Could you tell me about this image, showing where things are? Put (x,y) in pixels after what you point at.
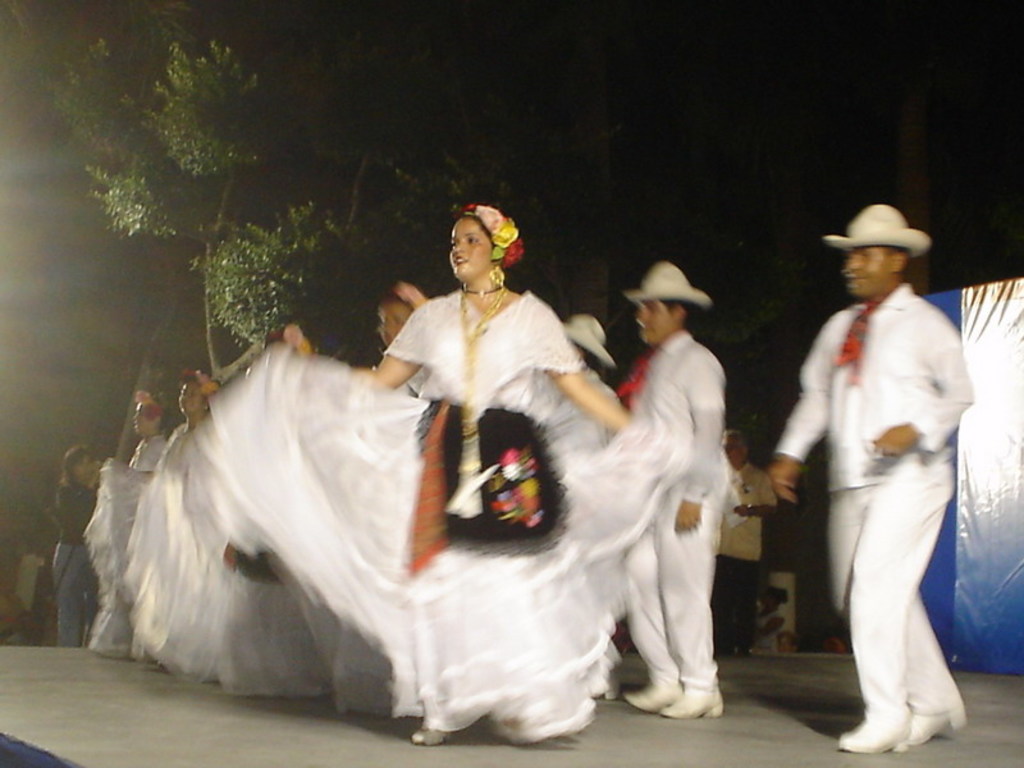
In this image we can see a group of people (616,511) dancing on the stage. A lady (86,474) is holding an object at the left side of the image (74,487). There is an object (973,465) at the right side of the image (974,584). There is a tree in the image.
